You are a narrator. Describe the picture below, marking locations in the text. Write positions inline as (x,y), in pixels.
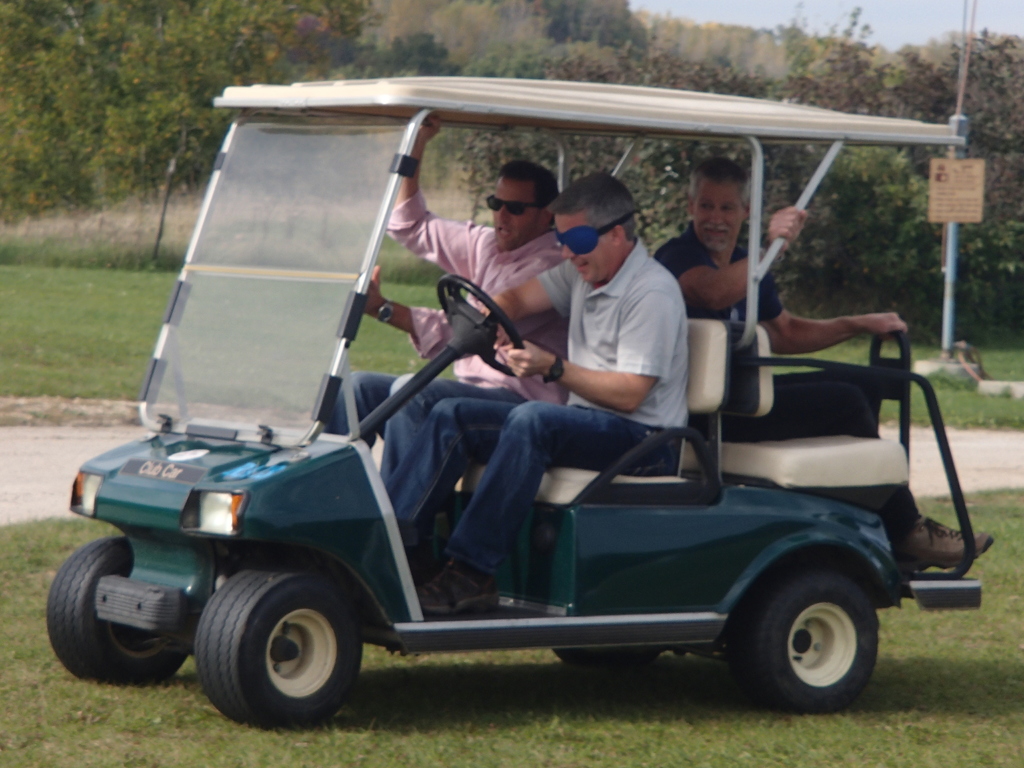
As we can see in the image there are three men (638,354) who are travelling in a car (387,573) and behind them there are lot of trees (344,47) and ground (646,739) is covered with grass (568,740).
